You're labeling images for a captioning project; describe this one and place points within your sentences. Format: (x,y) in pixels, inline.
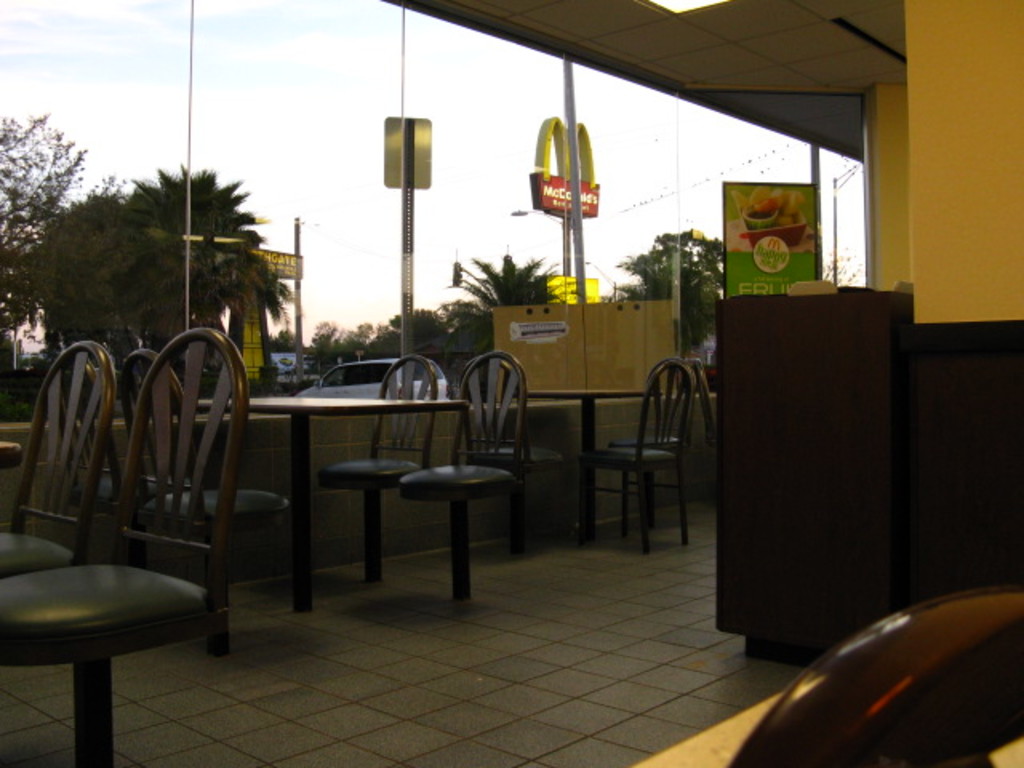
This image looks like a restaurant (445,416). At the bottom (481,700), there is a floor (304,693). In the front (265,502), there are chairs (273,496) along with tables (561,397). To the right (927,72), there is a wall (925,100). In the background (246,244), there are trees (265,287). At the top (271,76), there is a sky (281,135).
